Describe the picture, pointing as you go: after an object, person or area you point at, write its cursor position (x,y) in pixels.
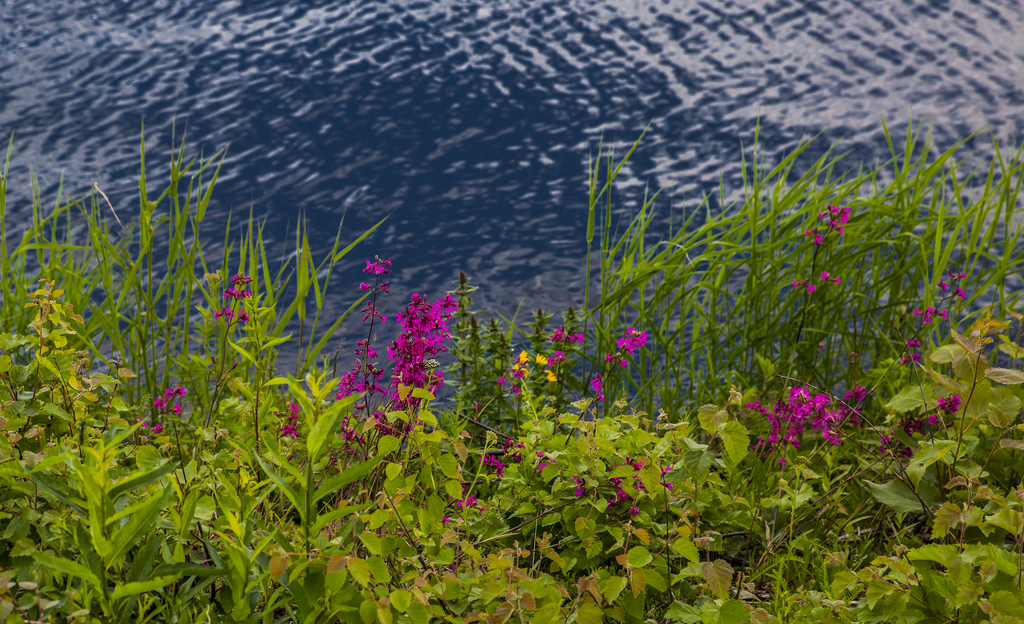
In this image there are plants (508,482) and grass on the ground (365,502). There are flowers (243,311) to the plants (696,461). Behind the plants (441,507) there is the water (466,109).
